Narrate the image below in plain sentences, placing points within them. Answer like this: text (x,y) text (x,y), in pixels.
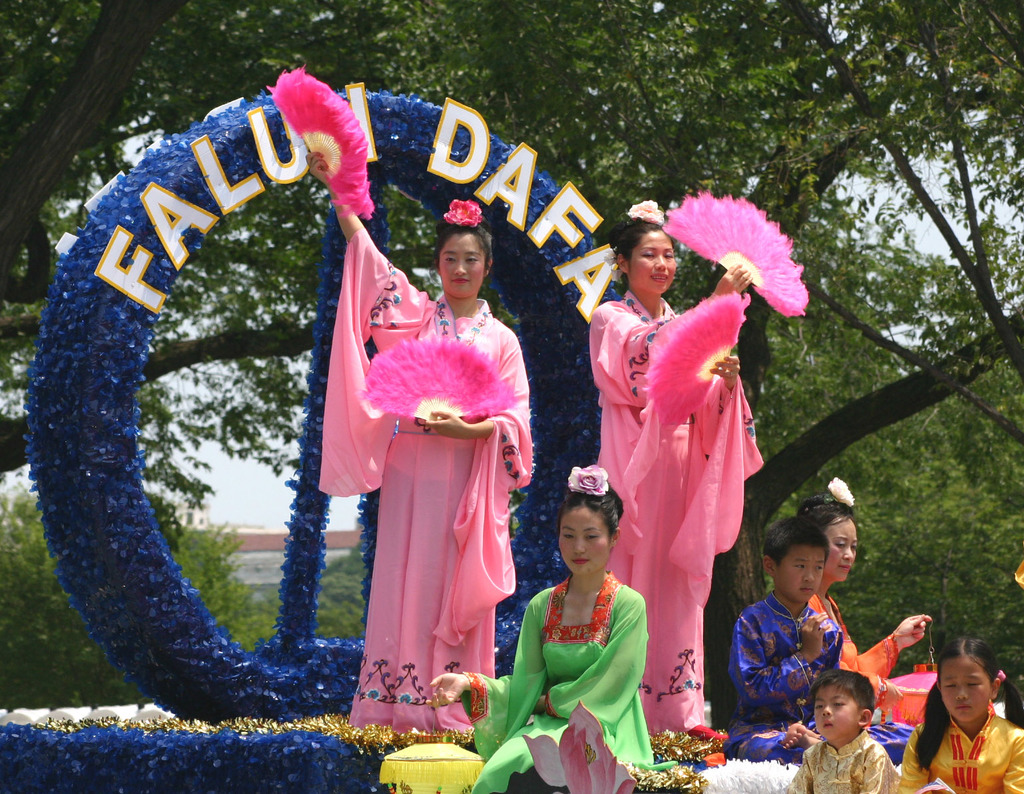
Here we can see people (854,650) and children (953,760). Background (663,125) there are trees (624,125). These two people (670,578) are holding objects (684,340).
